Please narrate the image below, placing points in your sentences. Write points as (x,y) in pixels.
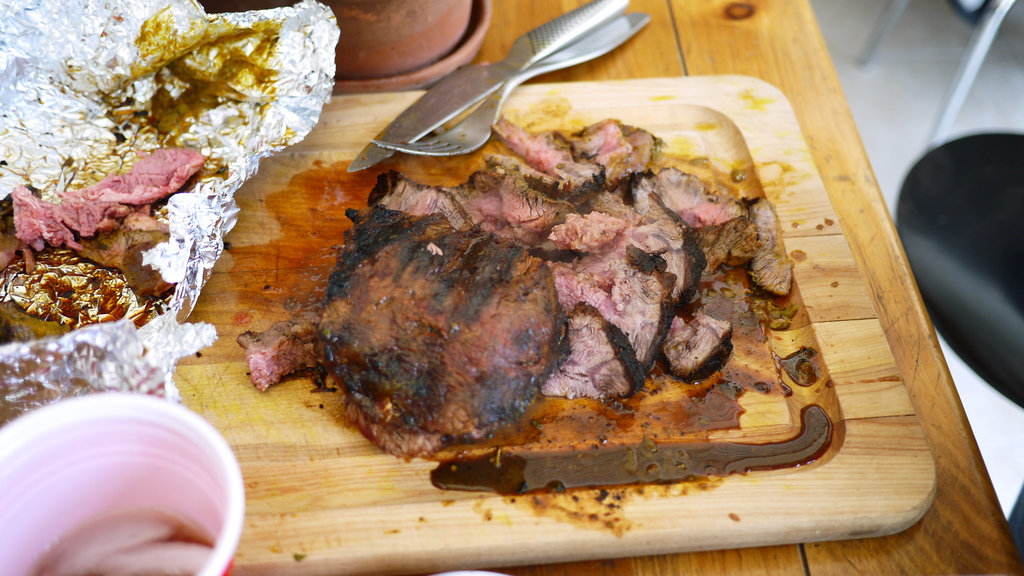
In this image there is a table (816,35) and we can see a chopping board (699,122), meat (639,280), aluminium foil (151,109), glass (140,475), knife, fork (478,124) and an object (464,34) placed on the table (759,39). On the right (946,179) we can see a chair (981,241).
